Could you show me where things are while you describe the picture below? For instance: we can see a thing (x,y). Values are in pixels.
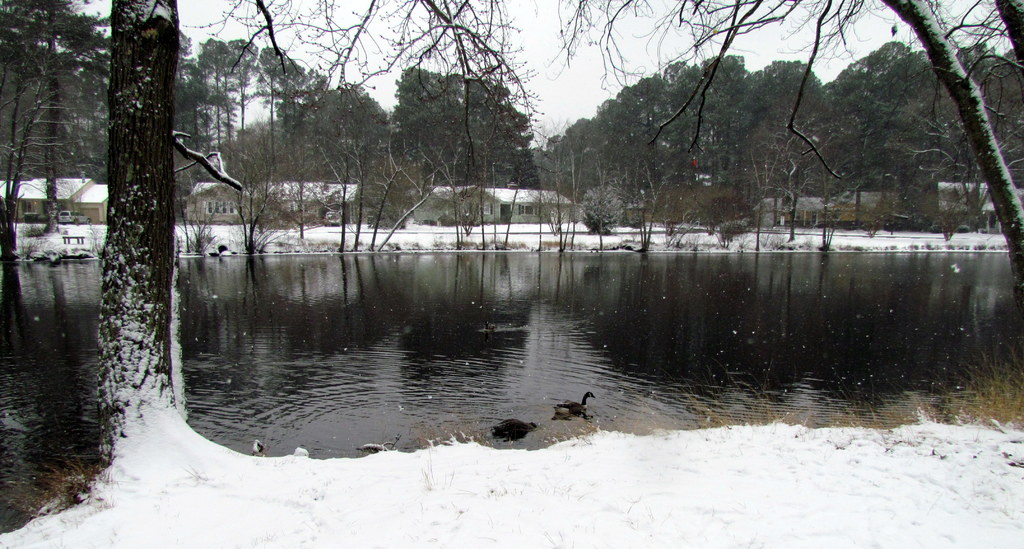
In the image we can see there are birds (570,407) in the water (492,373). There is a snow (840,493), grass (967,410), trees (455,118), sky (519,69), vehicle (78,218), bench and house (352,210).
